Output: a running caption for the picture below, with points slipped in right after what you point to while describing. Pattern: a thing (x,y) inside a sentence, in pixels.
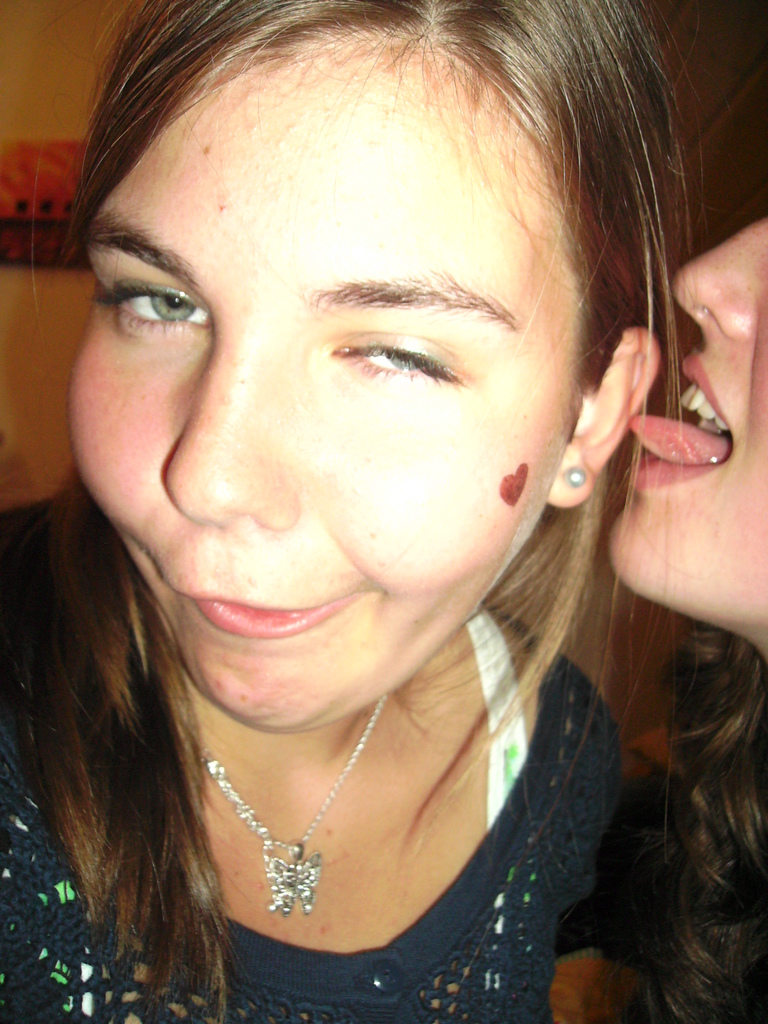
In this picture I can see a woman (539,364), and there is another person (749,455), and there is blur background (16,289).
